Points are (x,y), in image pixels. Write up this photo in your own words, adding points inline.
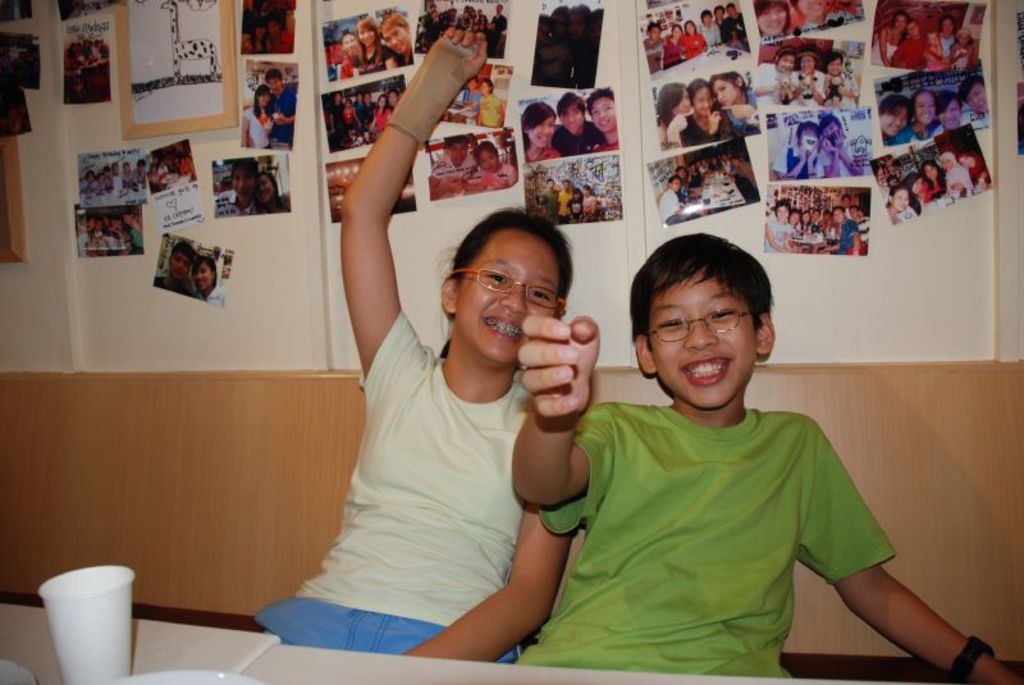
In the image there are two kids (726,498) sat and smiling, Behind them there are many photographs (731,141) on wall (222,135).
